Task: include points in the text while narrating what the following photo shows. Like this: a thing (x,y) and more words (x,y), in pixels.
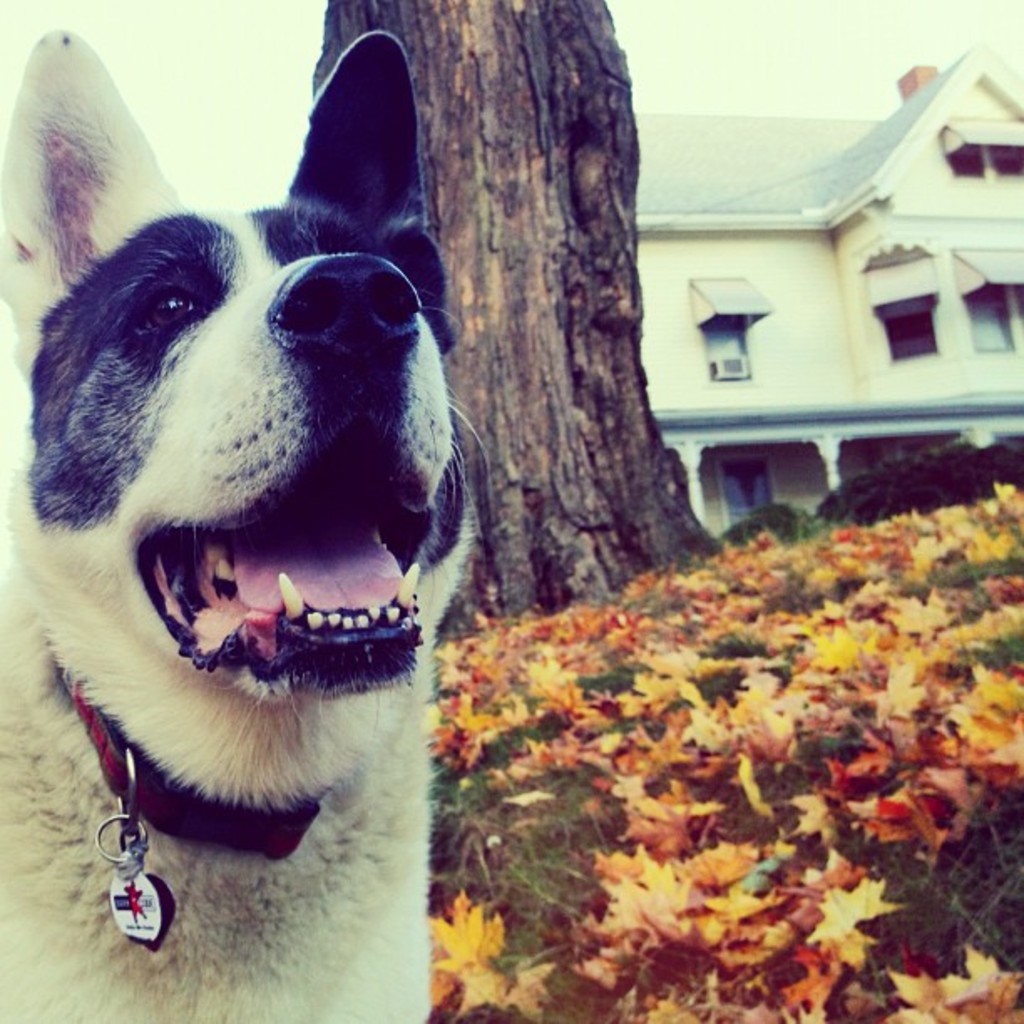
There is a dog (251,728) on the left side of this image (206,699), and we can see fallen leaves (778,687), bark (613,483) of a tree (570,479) and a building (756,298) on the right side of this image (731,504).
